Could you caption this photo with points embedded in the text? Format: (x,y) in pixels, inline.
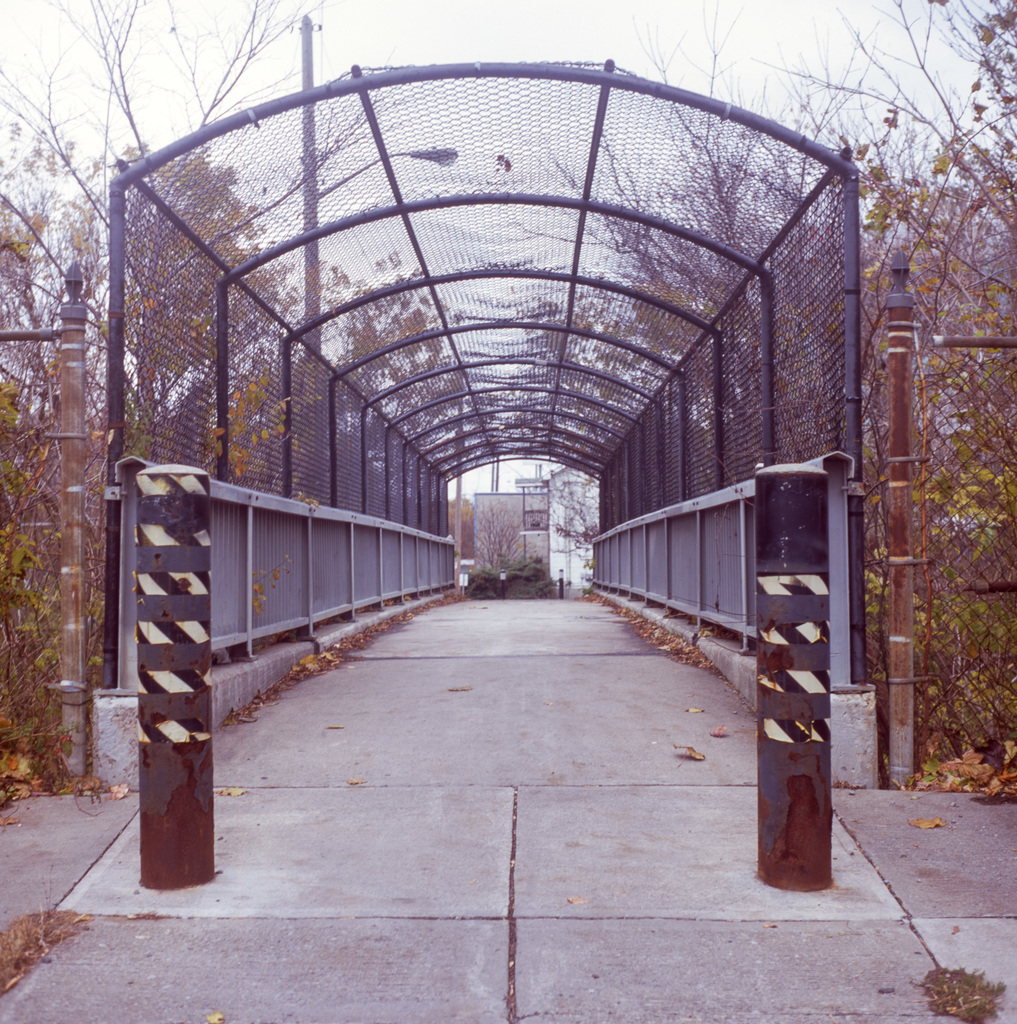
In the center (631,681) the picture there are two poles (199,793), dry leaves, grass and walkway (840,969). On the right (904,510) there are trees (942,245), dry leaves (969,754) and fencing (1010,561). On the left (54,441) there are trees (54,441), dry leaves (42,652) and fencing (196,353). In the background (515,544) there are street light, trees (503,556) and building (553,517).
